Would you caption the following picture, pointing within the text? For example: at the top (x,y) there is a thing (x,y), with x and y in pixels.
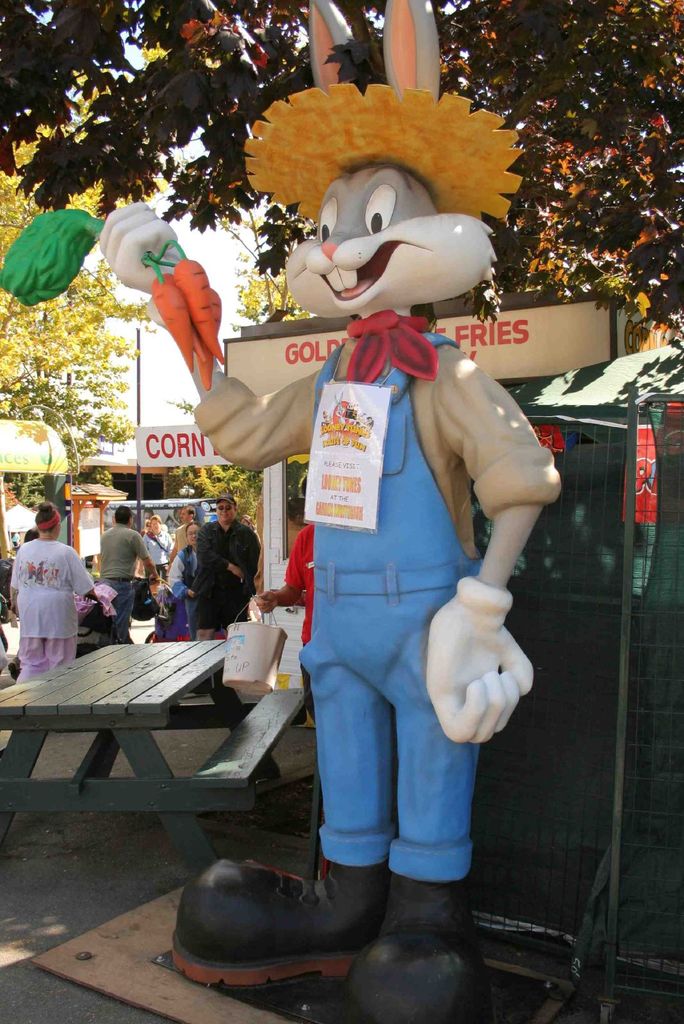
In the image there is a bugs bunny statue (370,913) in the middle (387,514) with carrots (20,246) in its hands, behind it there is a store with table (197,667) in front of it and many people (128,586) walking on the road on the left side (46,546), there are trees (52,363) in the background (53,333).
